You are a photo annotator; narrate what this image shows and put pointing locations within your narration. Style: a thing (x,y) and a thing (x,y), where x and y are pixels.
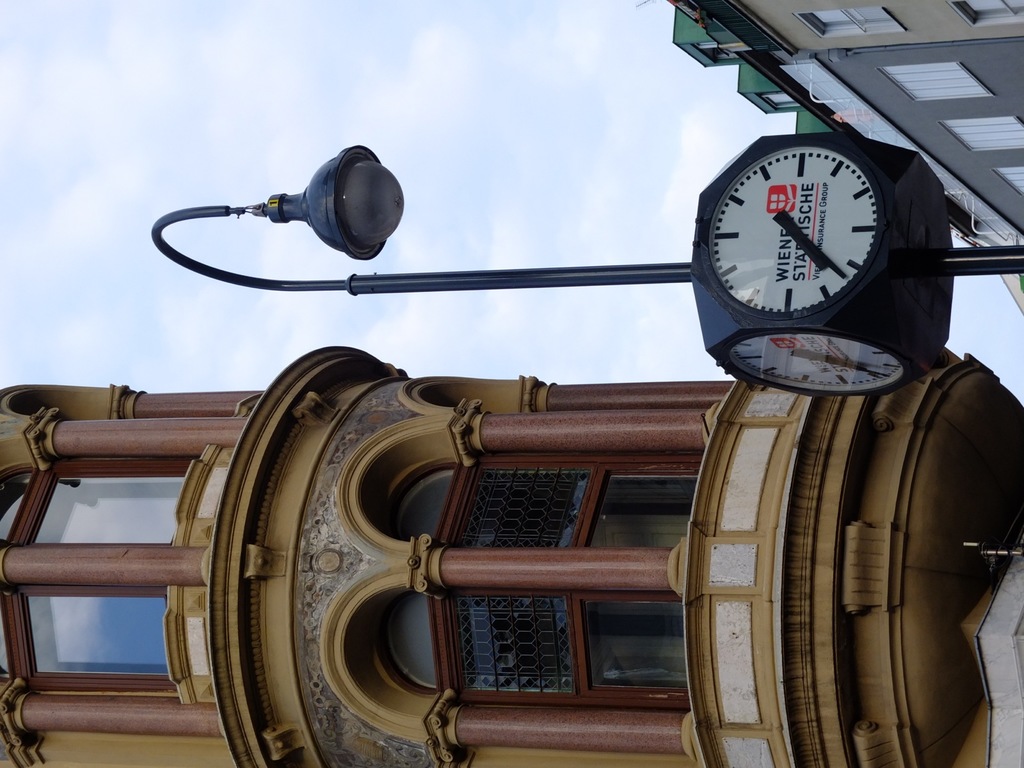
At the bottom of the image (517,564) there is a building (442,575) with windows (141,498), arches (449,463) and pillars (517,564). Near to that there is a clock (790,283) with light pole (379,245). In the background (131,105) there is sky (382,125). In the top right corner (901,58) there is a building (951,119).
